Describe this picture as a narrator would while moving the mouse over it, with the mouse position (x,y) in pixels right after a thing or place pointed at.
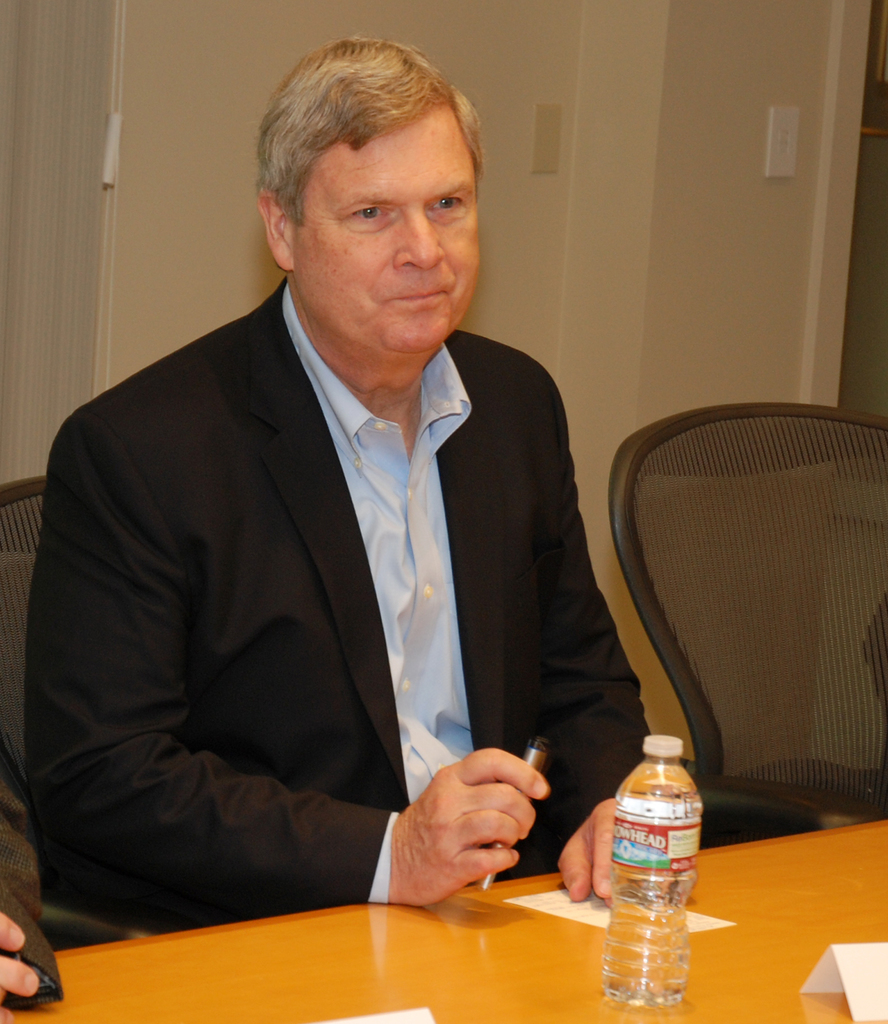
In the center (302,589) we can see one man (404,663) sitting on the chair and he is smiling and he is holding pen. In front (660,793) there is a table (663,1006) on table (653,1023) we can see water bottle (669,948) and papers (567,908). In the background (532,278) there is a wall (541,201).
